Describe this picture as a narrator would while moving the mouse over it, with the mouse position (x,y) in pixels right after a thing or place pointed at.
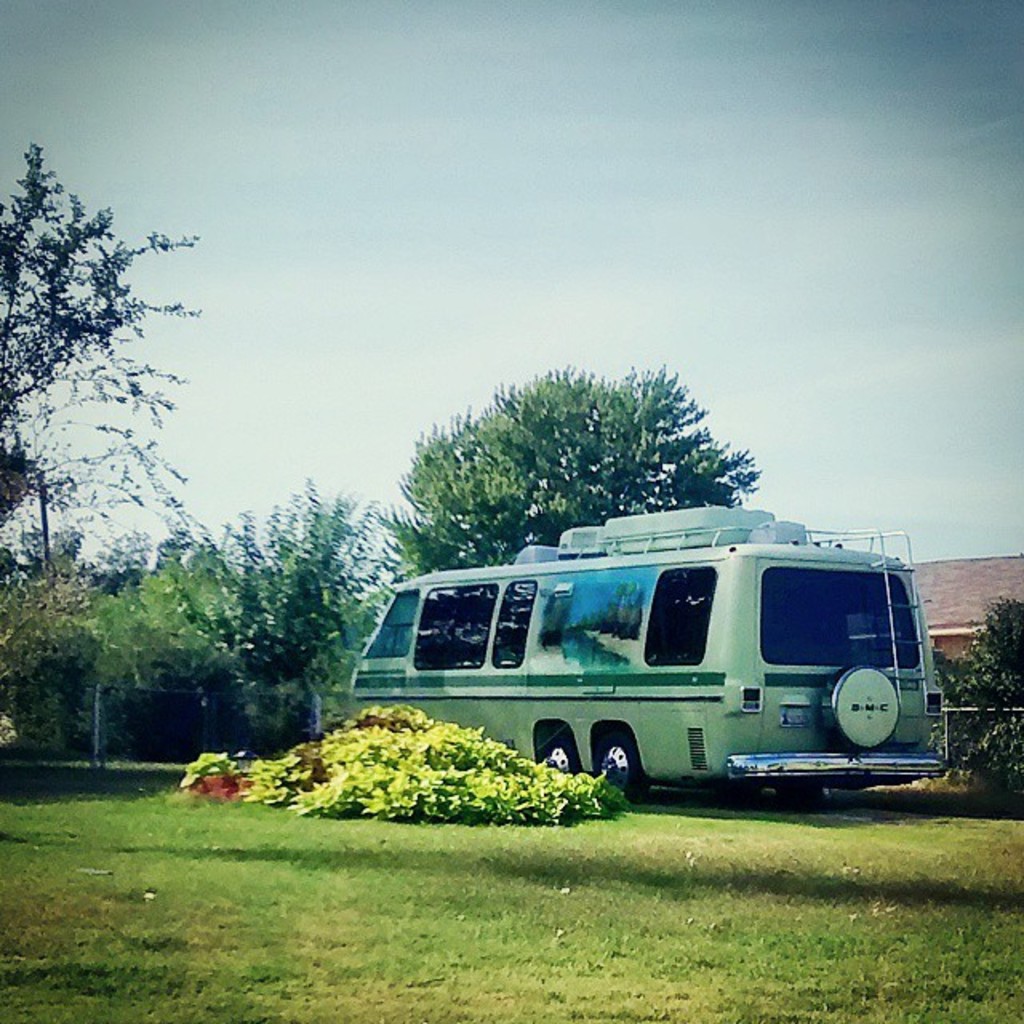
In this image there is a van (607,708) on the ground (749,797). There is grass (439,912) on the ground (587,900). Beside the van (615,722) there are plants (401,755). In front of the van (360,669) there is a fencing (99,732). In the background (307,551) there are trees (948,697). To the right (955,600) there is a roof (963,586) of a house (975,574). At the top (540,197) there is the sky (505,185).
